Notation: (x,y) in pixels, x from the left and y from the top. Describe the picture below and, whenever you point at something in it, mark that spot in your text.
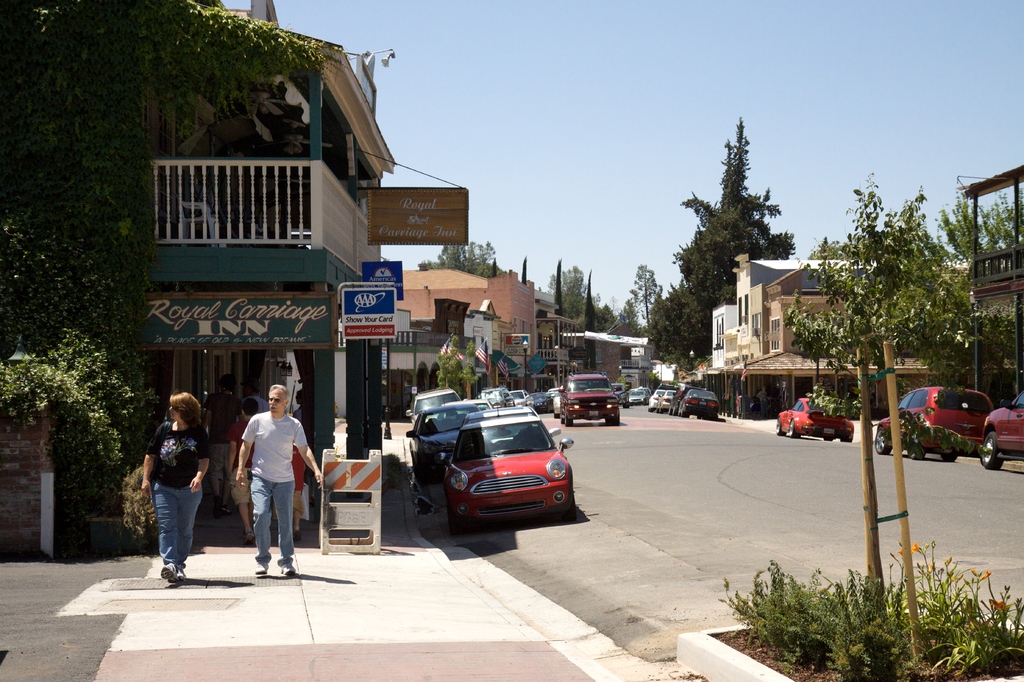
In this picture we can see vehicles (537,423) on the road (674,529), some people (271,433), plants (794,607), buildings (222,286), trees (560,280), flags (489,350), name boards (394,327), sticks (903,493) and some objects (528,384) and in the background (566,72) we can see the sky (588,104).
